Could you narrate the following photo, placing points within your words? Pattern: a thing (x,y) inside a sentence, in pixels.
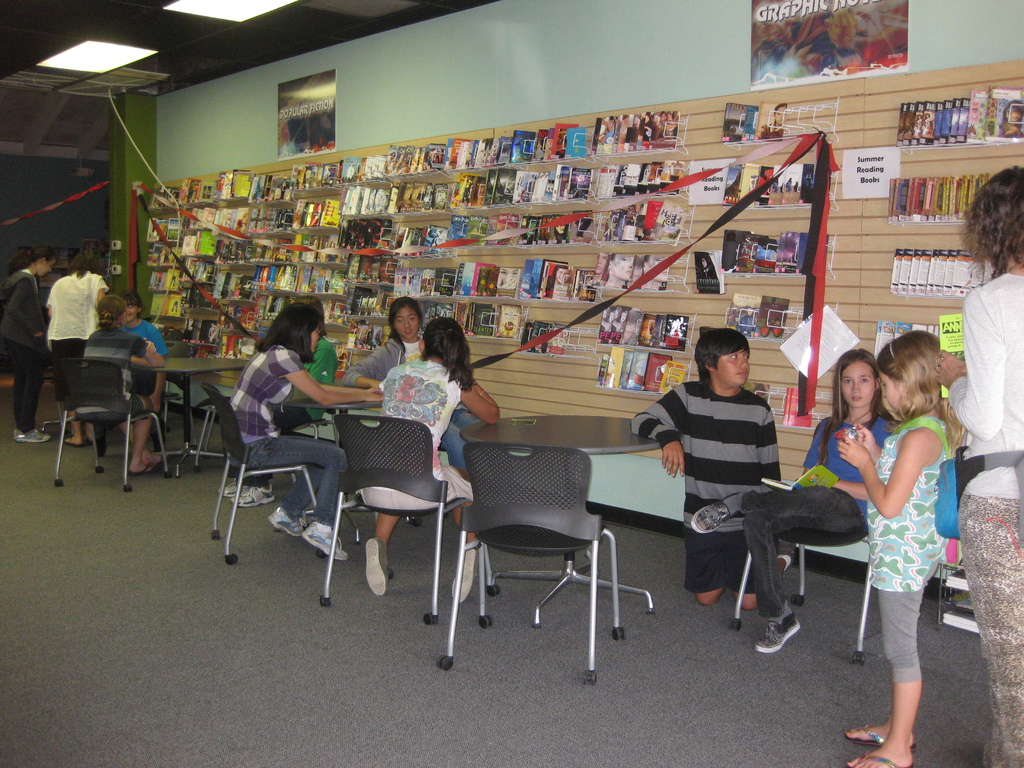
Here we can see some persons (867,424) are sitting on the chairs (590,516). This is floor (111,691) and there are tables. On the background (485,90) there is a wall (933,53) and these are the frames (324,98). There is a rack (515,365) and these are the books (425,274). Here we can see lights (231,12).
